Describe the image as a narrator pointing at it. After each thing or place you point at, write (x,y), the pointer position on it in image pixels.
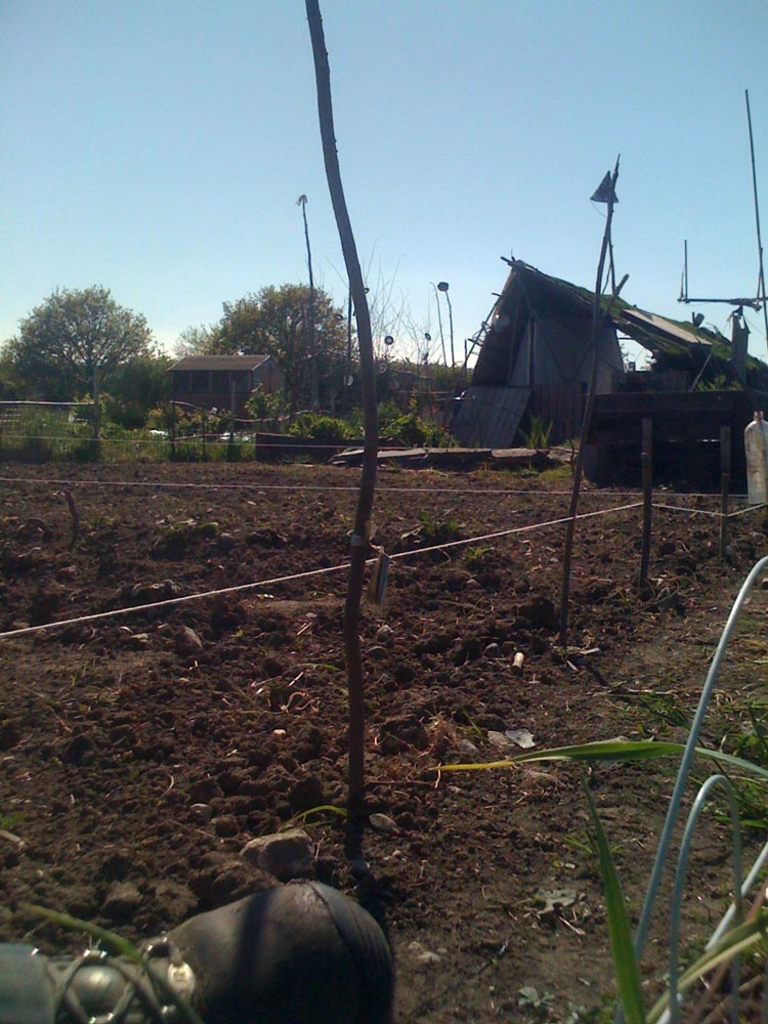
Left bottom of the image (225,952) there is a boot (251,973) visible. Behind there is a fence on the land (407,607). Right side (537,409) there is a hut (526,403). Left side (249,398) there is a house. Before it there is a fence (20,423). Background (8,367) there are few plants (383,433) and trees (342,398) on the grassland (51,435). Top of the image (456,103) there is sky (440,104).
